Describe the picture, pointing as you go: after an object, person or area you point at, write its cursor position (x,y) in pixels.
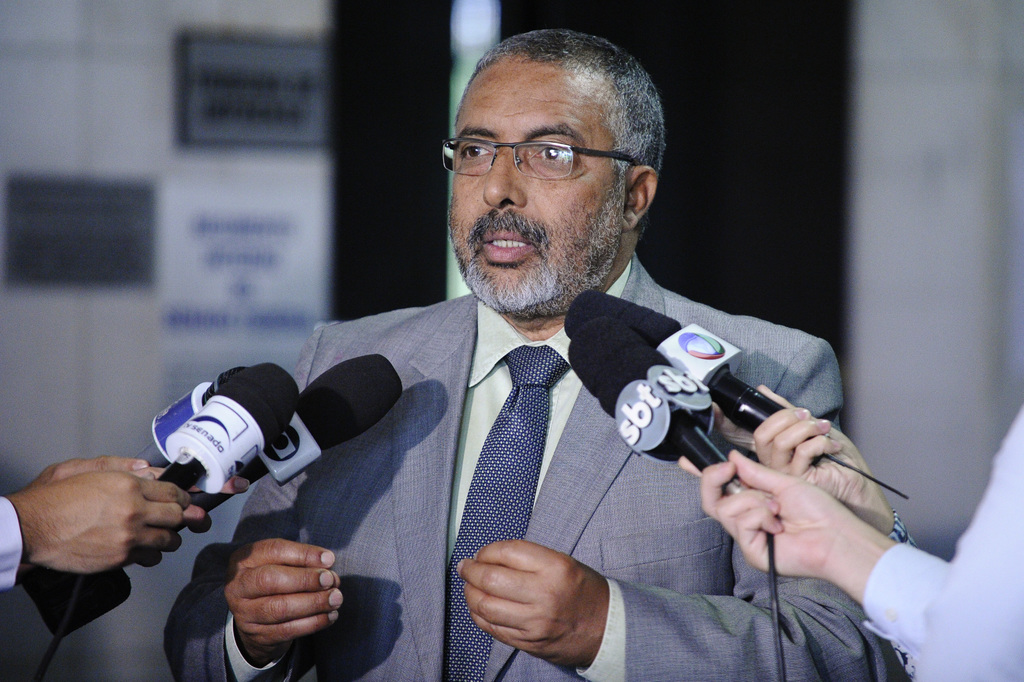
Person (792,646) at the middle of the image (395,312) is wearing suit (600,470) and tie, glasses (475,152) is talking. Person (67,571) at the left side (181,485) is holding a mike (155,433) in his hand (186,496). Two persons (815,517) holding the mikes (722,447) are visible at the right side of image (843,535).
